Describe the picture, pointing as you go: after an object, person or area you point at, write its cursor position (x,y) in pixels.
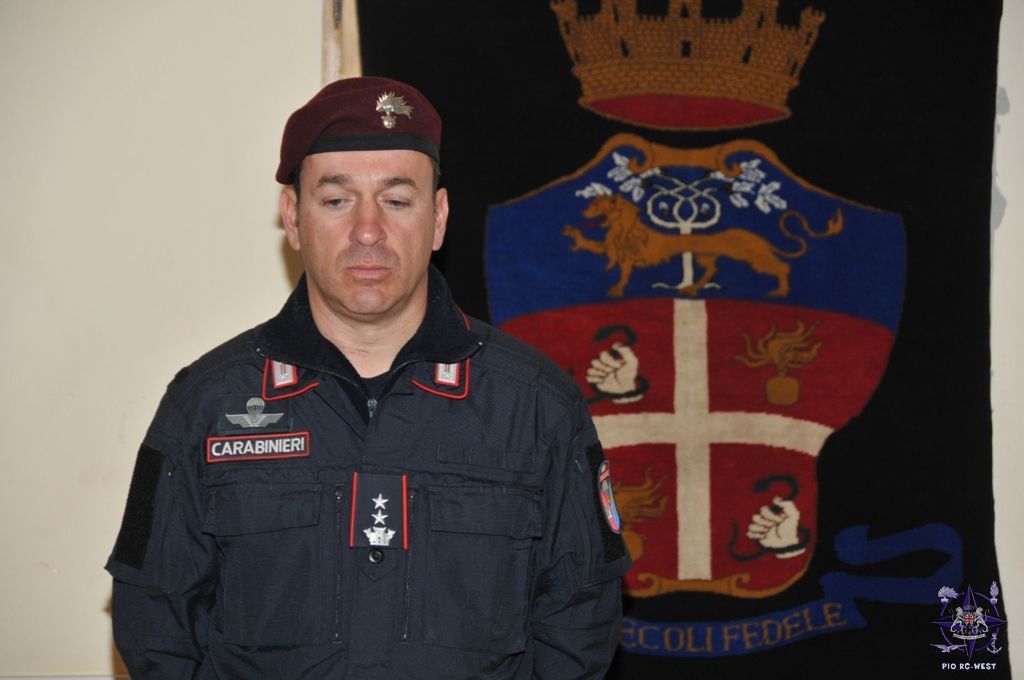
In this picture the man (313,460) is standing. He wore police dress (419,403) with red cap (389,131). On his dress (400,412) there are star badge (399,505). Background of him there is a logo (659,324). Above the logo (772,200) there is a crown (700,98). The crown (651,84) is in orange color. The logo (684,223) is in blue, red, white, orange & black color.
